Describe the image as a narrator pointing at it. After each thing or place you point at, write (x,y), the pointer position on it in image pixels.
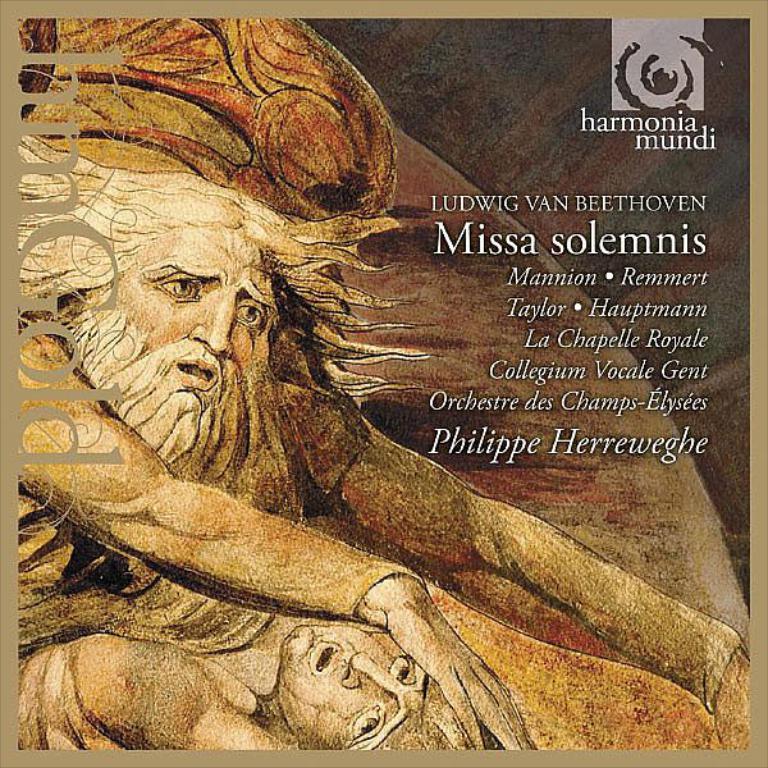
This is a poster and in this poster we can see two people (241,560) and some text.
